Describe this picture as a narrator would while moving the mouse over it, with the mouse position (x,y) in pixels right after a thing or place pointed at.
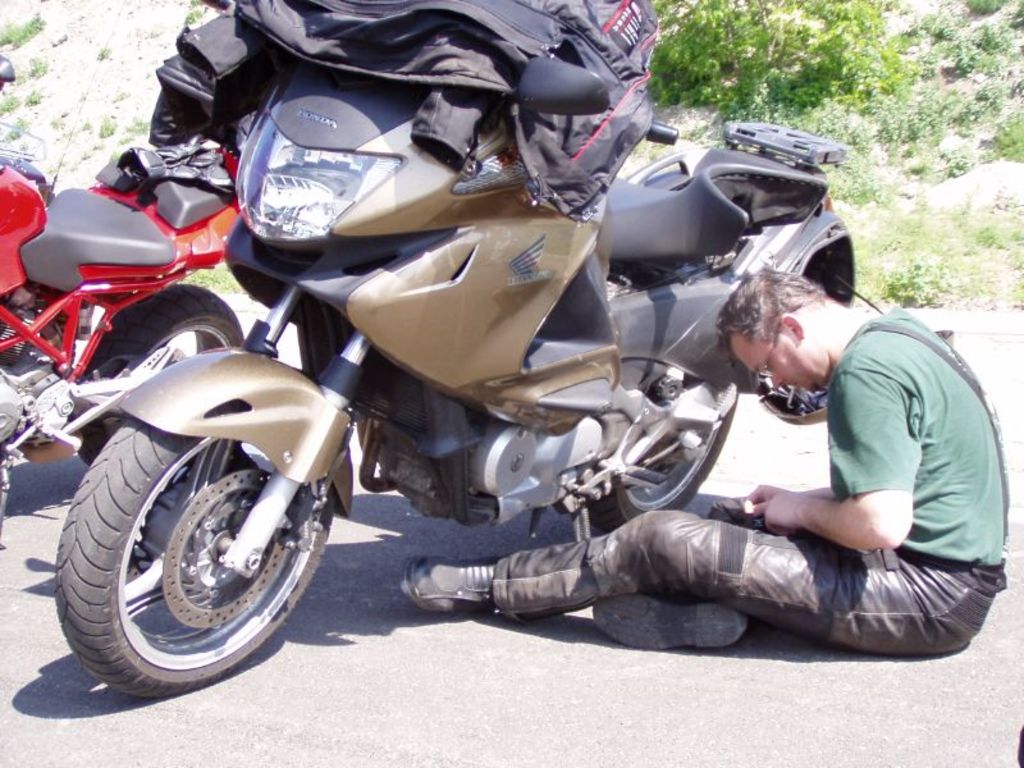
In this picture I can see a man (840,632) sitting on the road (379,638), there are motorbikes (838,255), a jacket (630,106), and in the background (694,34) there are plants (702,22).
